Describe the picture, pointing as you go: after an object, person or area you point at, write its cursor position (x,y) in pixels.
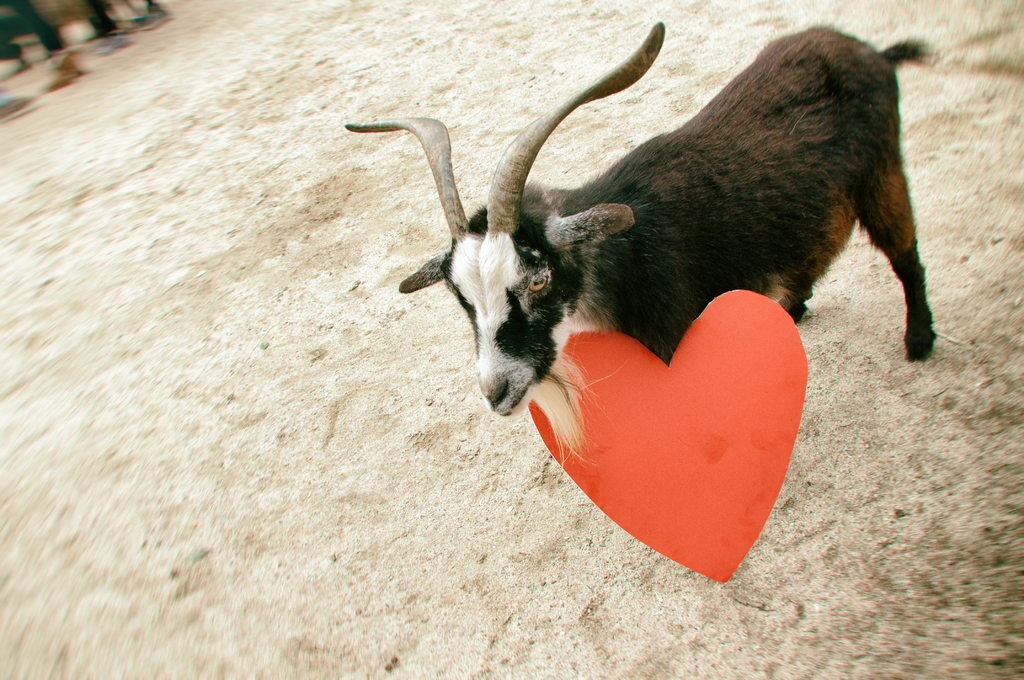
In the image on the ground (986,420) at the right side of the image (831,171) there is a goat (688,129) with big horns (502,188) is standing. Below the goat neck (655,305) there is red color heart shaped paper (641,411).
